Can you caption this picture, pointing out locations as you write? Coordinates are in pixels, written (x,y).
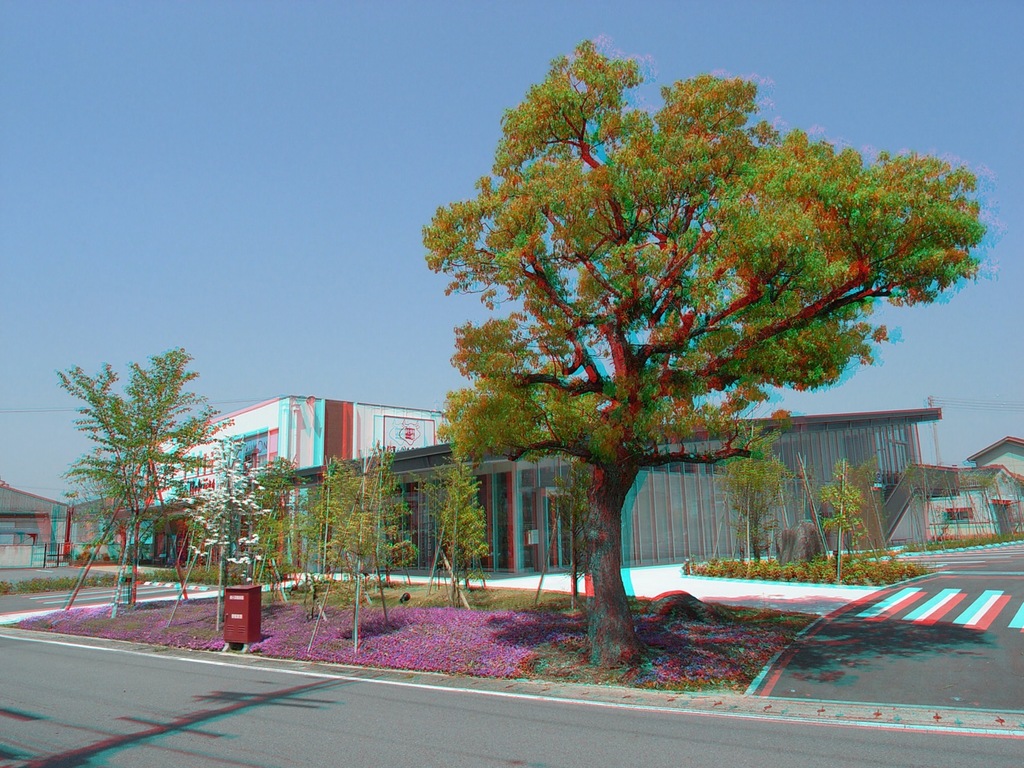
This picture shows buildings (384,431) and we see trees (238,500) and a blue sky (500,96).
